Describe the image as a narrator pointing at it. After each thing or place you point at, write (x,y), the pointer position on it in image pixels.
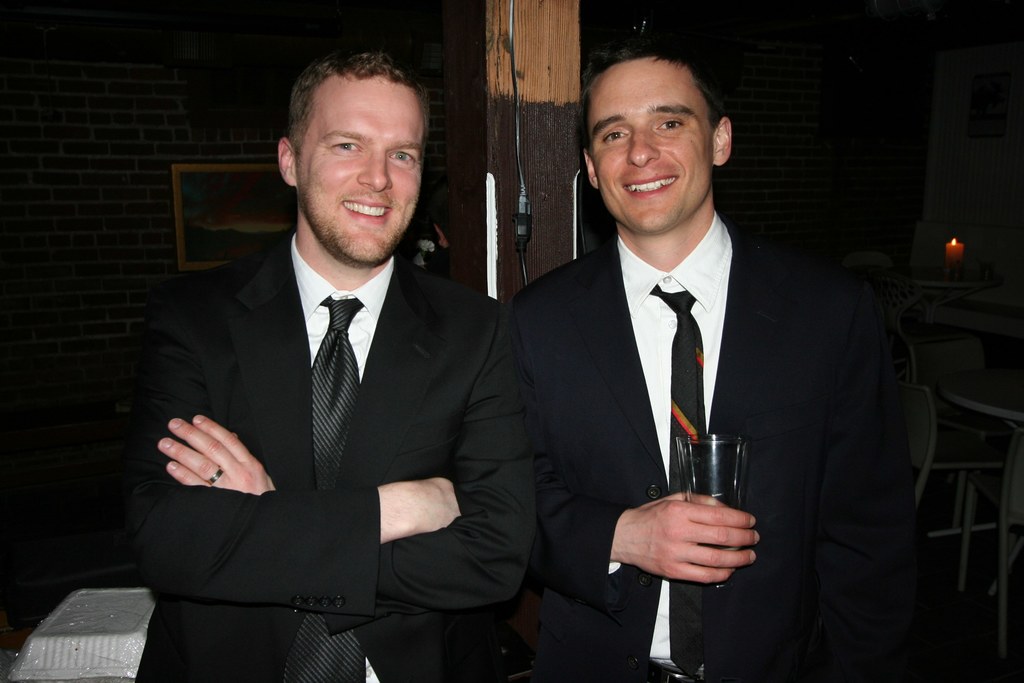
In this image I can see there are two persons (632,359) wearing a black color suit (639,399) and they are smiling and on the right side (867,309) person (735,408) he holding a glass (686,441) and background (19,64) is dark.
